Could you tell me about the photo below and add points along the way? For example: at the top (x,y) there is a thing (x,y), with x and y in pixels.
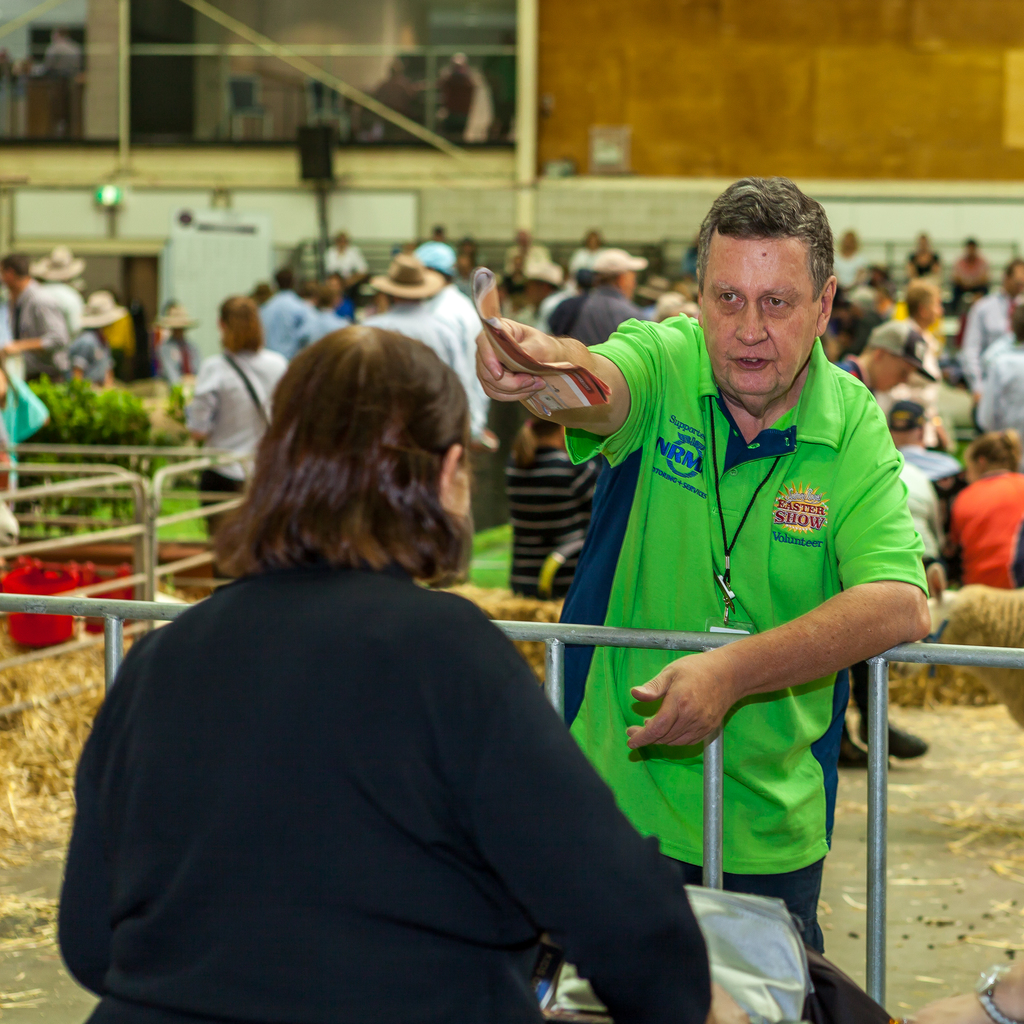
In this picture I can see there are two people (684,653) standing and speaking, there is a railing (32,609) between them. In the backdrop (1015,295) there is a huge crowd (620,301) of people (982,476) standing and there is a wall (749,88).
